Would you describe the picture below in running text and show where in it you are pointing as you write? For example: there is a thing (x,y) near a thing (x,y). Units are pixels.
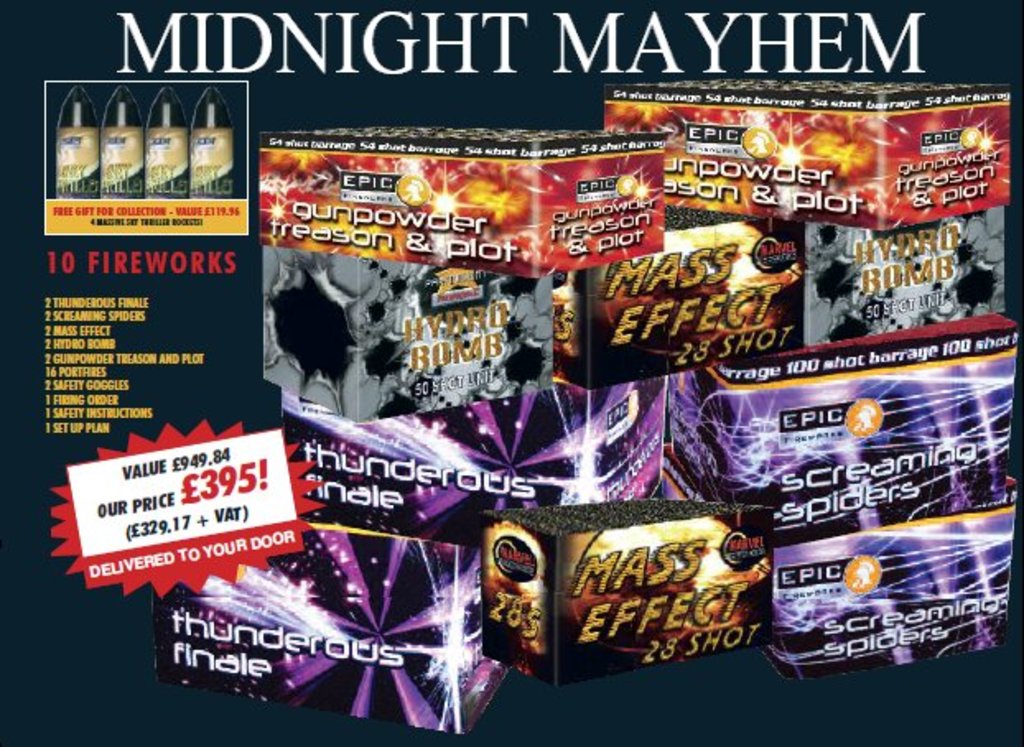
In this image there are objects (417,693), there is text (163,273), there are numbers (226,495), the background of the image (847,684) is dark.
